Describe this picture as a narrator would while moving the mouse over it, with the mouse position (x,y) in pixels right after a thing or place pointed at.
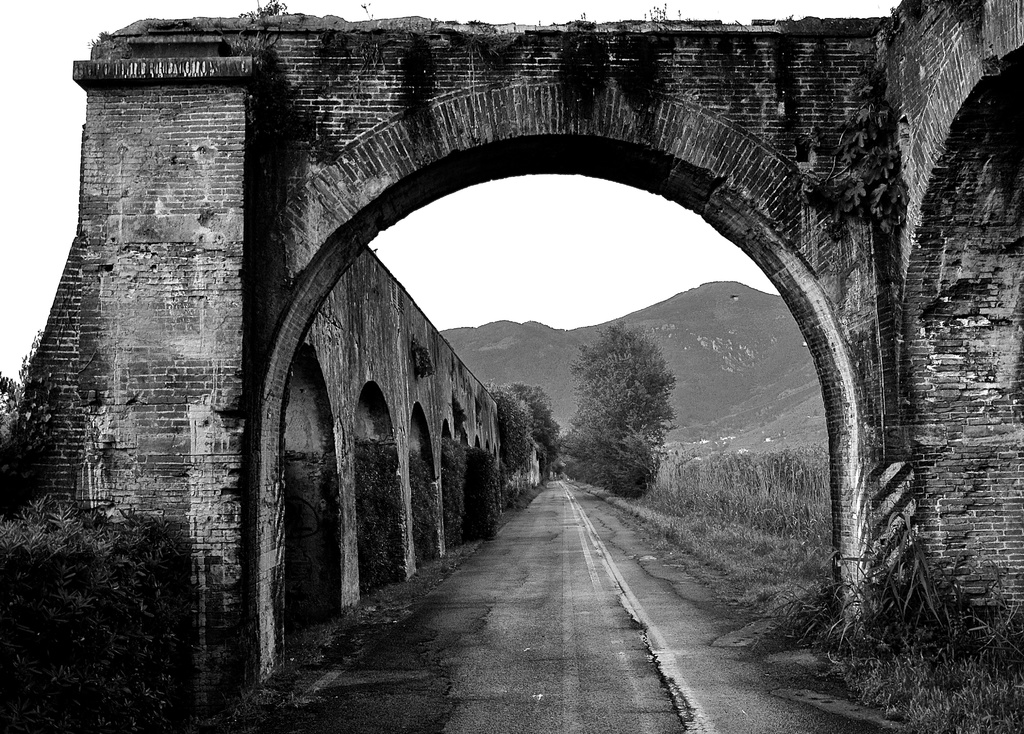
This is the road (684,644), these are the constructions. In the middle (657,419) there is a tree (664,379), at the top (667,233) it's a sky (445,4).
